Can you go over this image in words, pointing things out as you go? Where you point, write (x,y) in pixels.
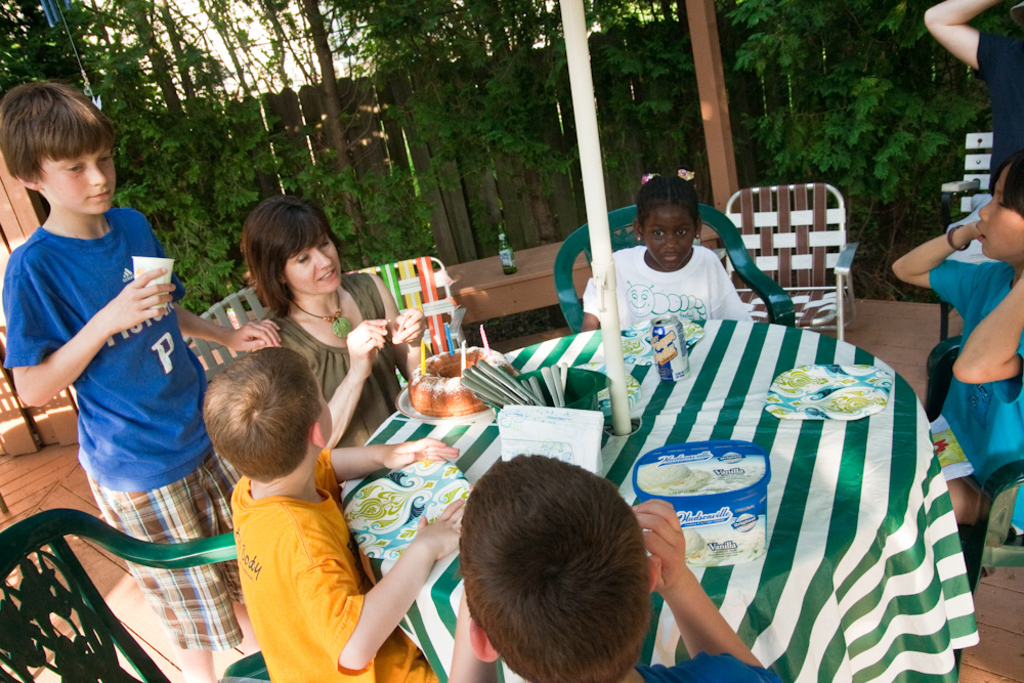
There is one woman (340,401) and four kids (714,285) sitting on the chair (932,362). Here is a boy (182,391) standing. This is a table (802,451) covered with a cloth (806,559). This looks like an ice cream box (743,484), spoons (548,388), cake (441,387) with candles (462,356), tins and plates (825,399) on the table (835,454). At background (359,186) I can see trees (531,115) and here is a bottle (509,264) placed on the wood (524,272).
